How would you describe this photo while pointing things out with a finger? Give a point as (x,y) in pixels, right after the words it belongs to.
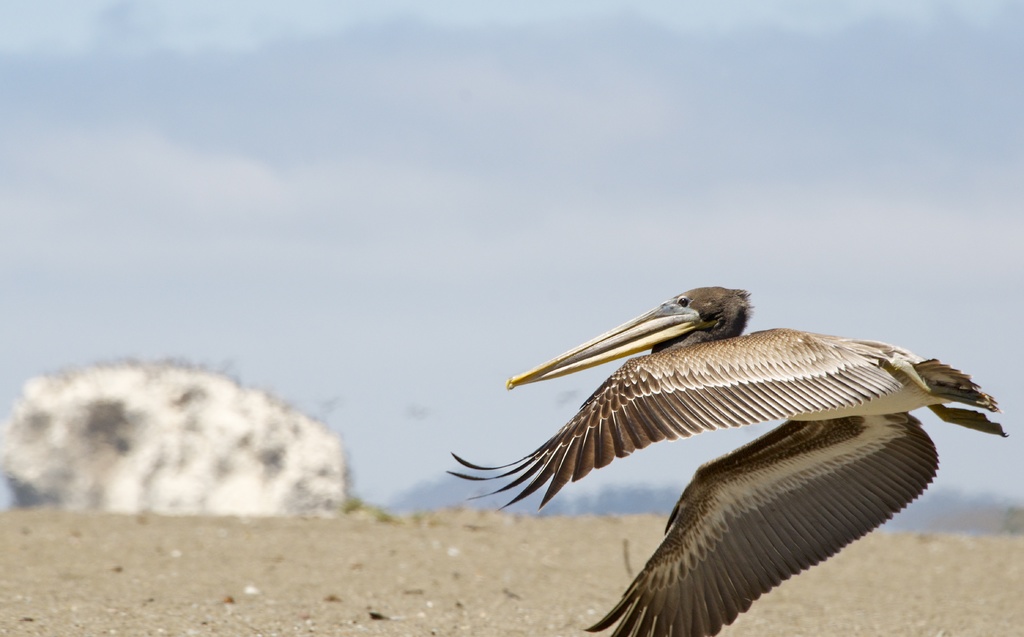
This image is taken outdoors. At the top of the image (200,130) there is the sky (604,152) with clouds (781,205). At the bottom of the image (304,586) there is a ground (550,574). In this image the background (228,470) is a little blurred. On the right side of the image (737,344) there is a bird (705,361) with a long beak (626,332).
